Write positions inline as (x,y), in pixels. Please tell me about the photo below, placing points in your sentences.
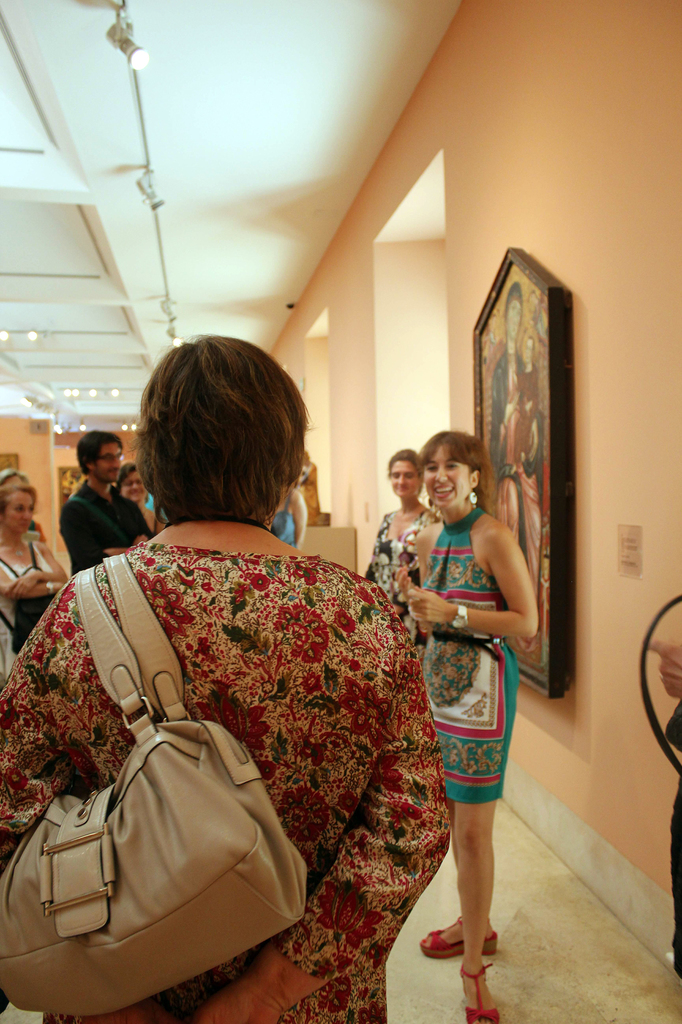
In this picture there are people (482,1022), among them there is a person (233,620) carrying a bag (119,814) and we can see frame (519,503) on the wall (642,479). At the top of the image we can see lights (54,430).
